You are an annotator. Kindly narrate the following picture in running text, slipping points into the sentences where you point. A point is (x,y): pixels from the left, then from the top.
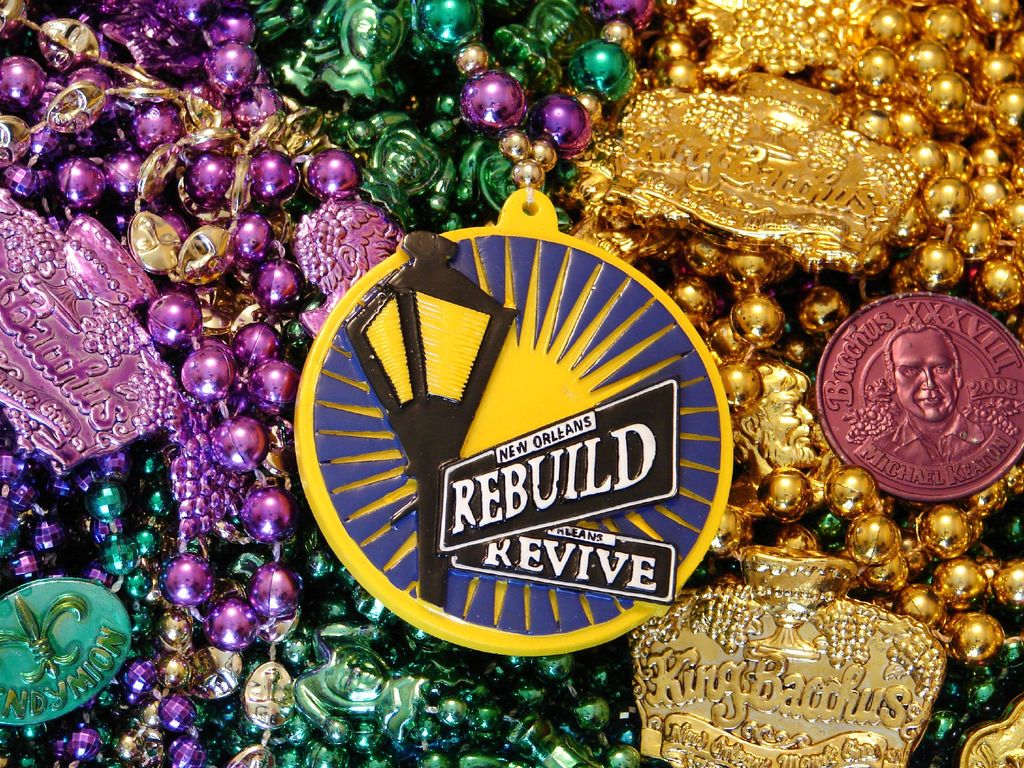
In this image I can see number of colourful things (603,357) and on the few things (161,389) I can see something is written.
